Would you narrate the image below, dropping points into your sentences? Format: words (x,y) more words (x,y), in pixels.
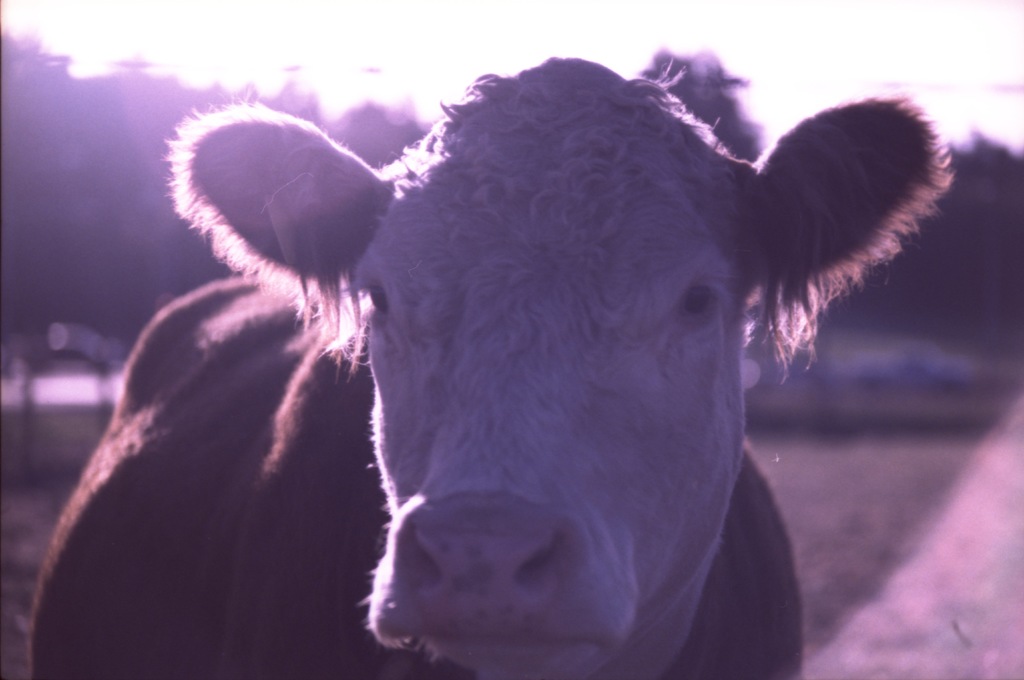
This picture is an edited picture. In this picture there is a cow (524,500) in the foreground (434,298). At the back (875,301) there are trees (13,280). At the top (848,58) there is sky (809,63).
